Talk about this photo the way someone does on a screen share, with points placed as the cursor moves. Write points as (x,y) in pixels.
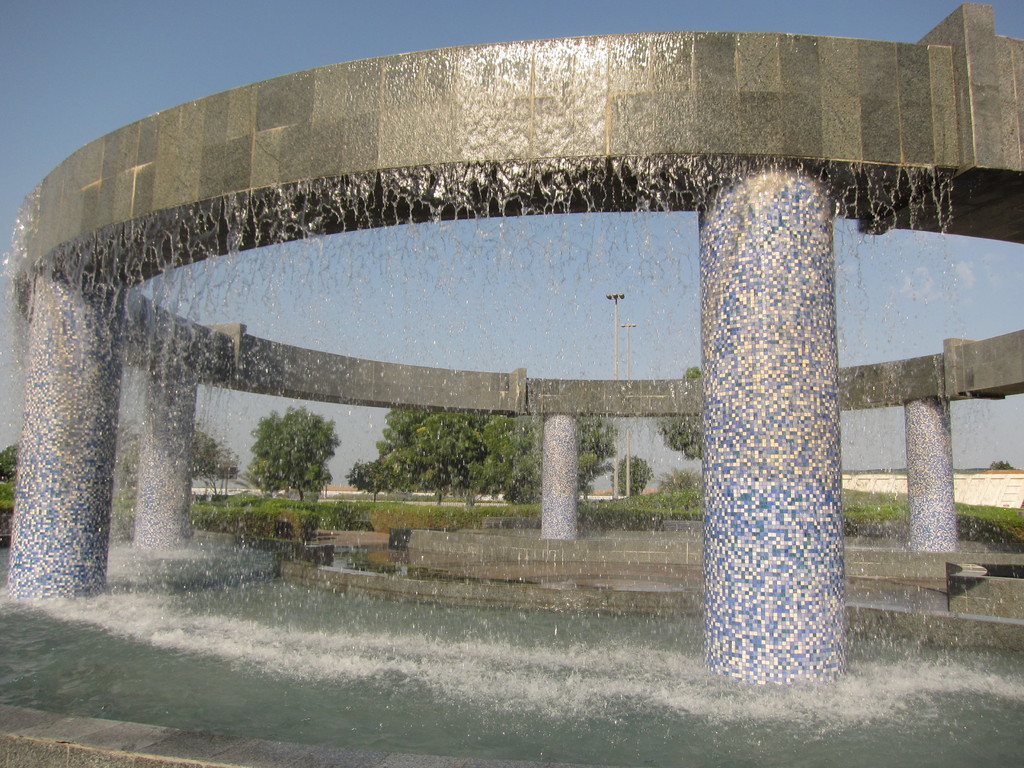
In the center of the image (482,403) we can see water fountain (561,528). At the bottom (546,631) we can see water (528,666). In the background (424,322) there are trees (318,433) and sky (425,334).
